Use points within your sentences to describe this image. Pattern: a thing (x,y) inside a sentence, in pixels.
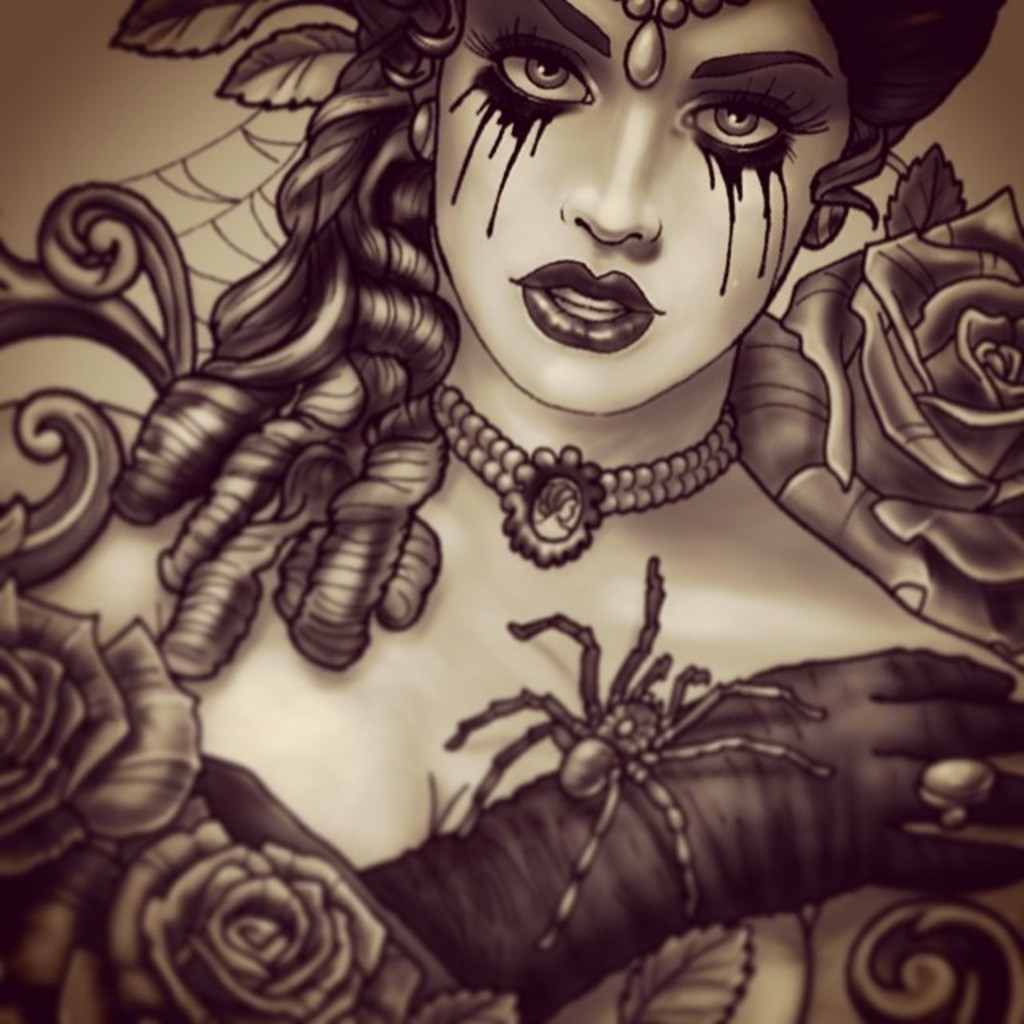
This is a sketch. In this picture we can see a lady (567,535) is crying. On her hand (439,867), we can see a spider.
